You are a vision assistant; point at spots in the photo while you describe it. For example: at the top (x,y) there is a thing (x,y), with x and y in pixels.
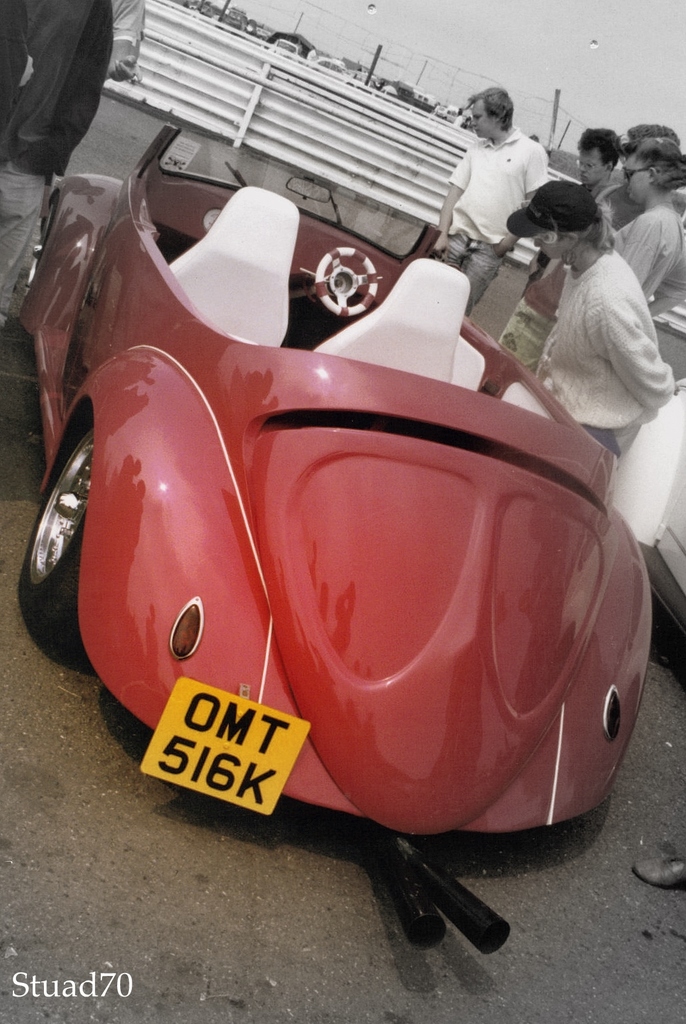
In this picture I can see a red color car (353,522) parked and I can see few people (556,329) standing around and watching it and I can see a woman (586,228) wore a cap (515,232) on her head (558,241) and I can see few cars (283,43) parked on the other side of the fence (361,115) and I can see text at the bottom left corner of the picture (42,978).
